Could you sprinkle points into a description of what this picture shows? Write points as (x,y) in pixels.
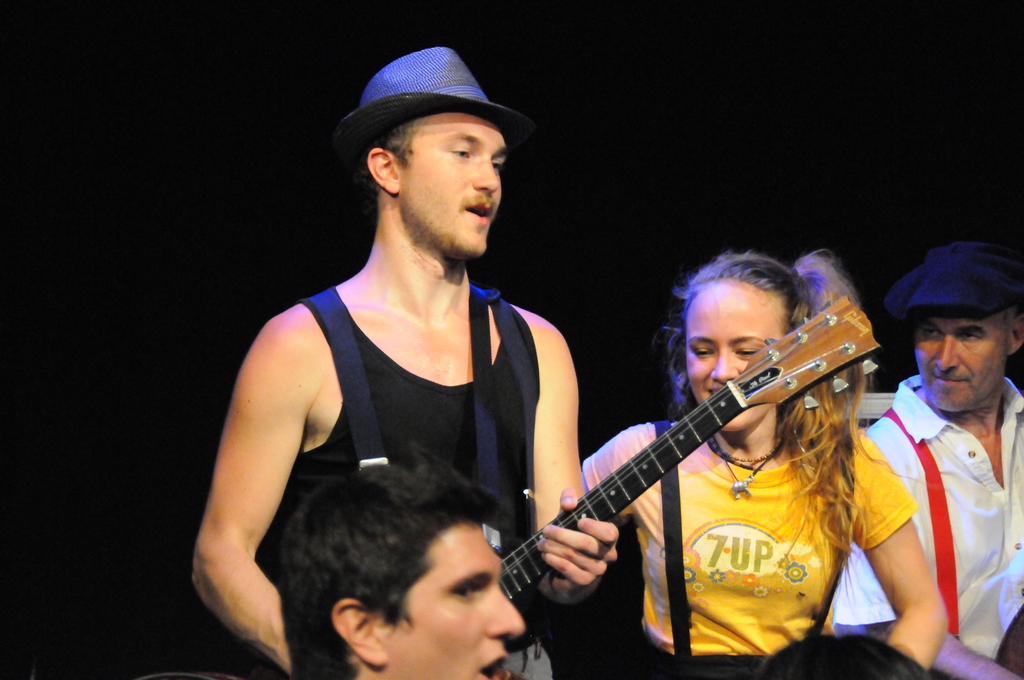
In this picture there is a person (482,190) standing, singing and playing the guitar (731,401). There is a woman (636,434) beside him, who is smiling and looking at the guitar (621,470), there is a person (952,382) standing behind them and looking down. In front there is another person (295,573) who is singing and looking at the crowd (792,664).
